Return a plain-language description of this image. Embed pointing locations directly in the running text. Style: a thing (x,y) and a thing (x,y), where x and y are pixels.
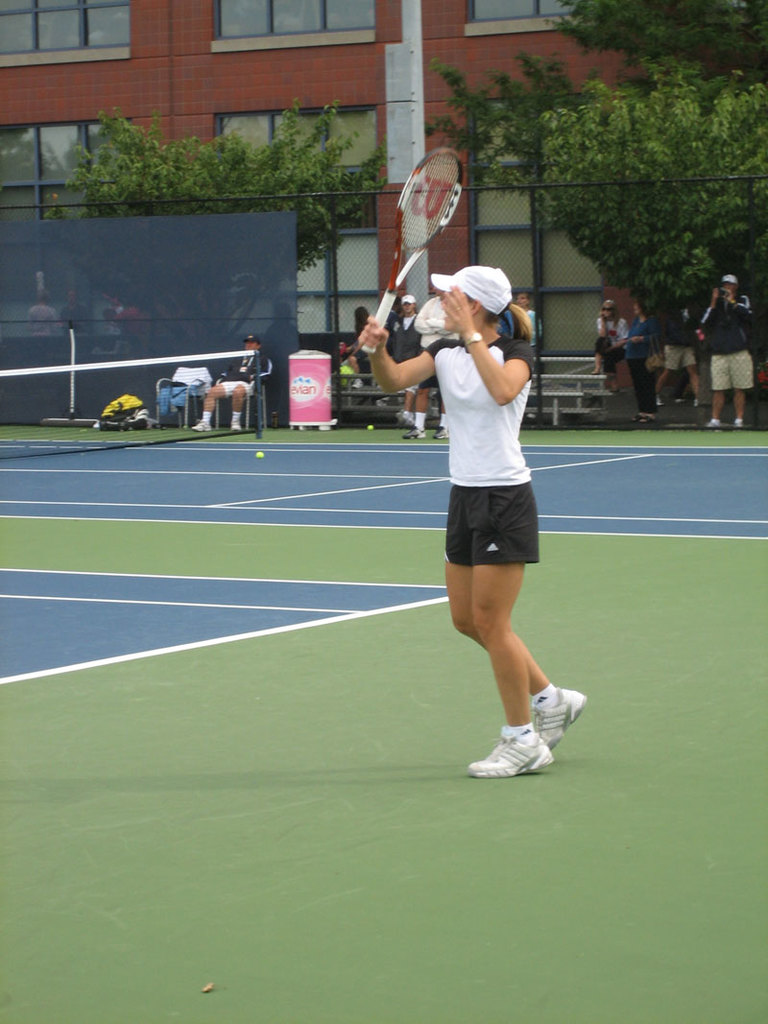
In this image we can see a woman (452,452) holding a racket (411,191) in her hands (373,334) is standing in the court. In the background (656,190) we can see a net (88,395), trees (626,138), people (611,339) and building (294,52).
